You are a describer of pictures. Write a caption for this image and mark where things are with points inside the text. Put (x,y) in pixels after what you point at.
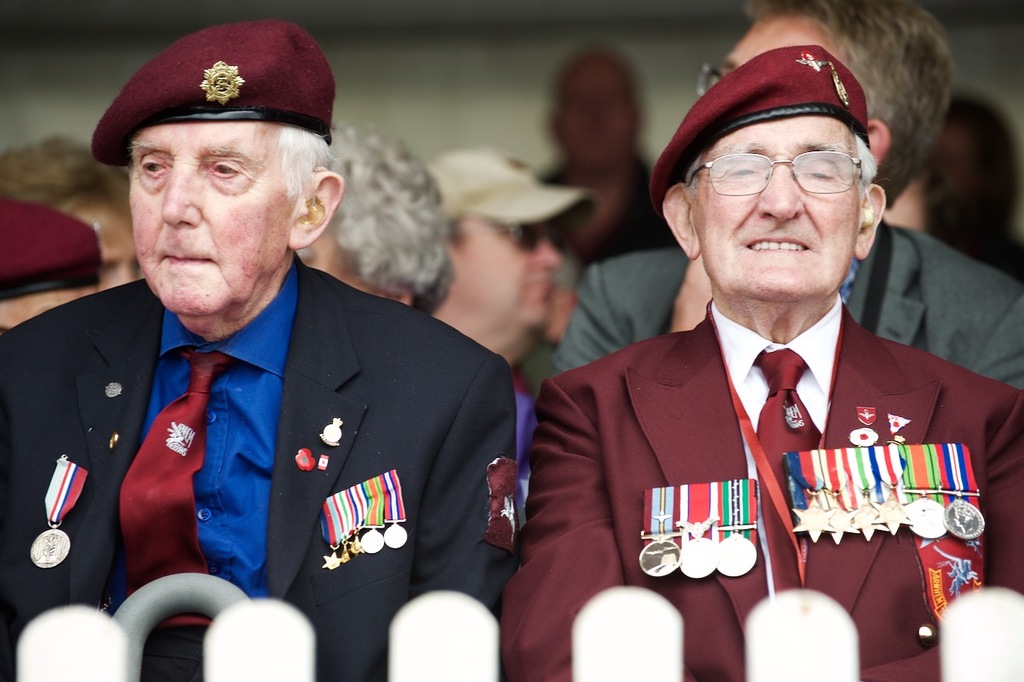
In this image I can see number of people (409,321) are sitting and here I can see both of them are wearing formal dress (379,468) and brown colour caps (318,102). I can also see number of medals (50,538) on their dresses (616,501) and I can see this image is little bit blurry from background (415,248).
